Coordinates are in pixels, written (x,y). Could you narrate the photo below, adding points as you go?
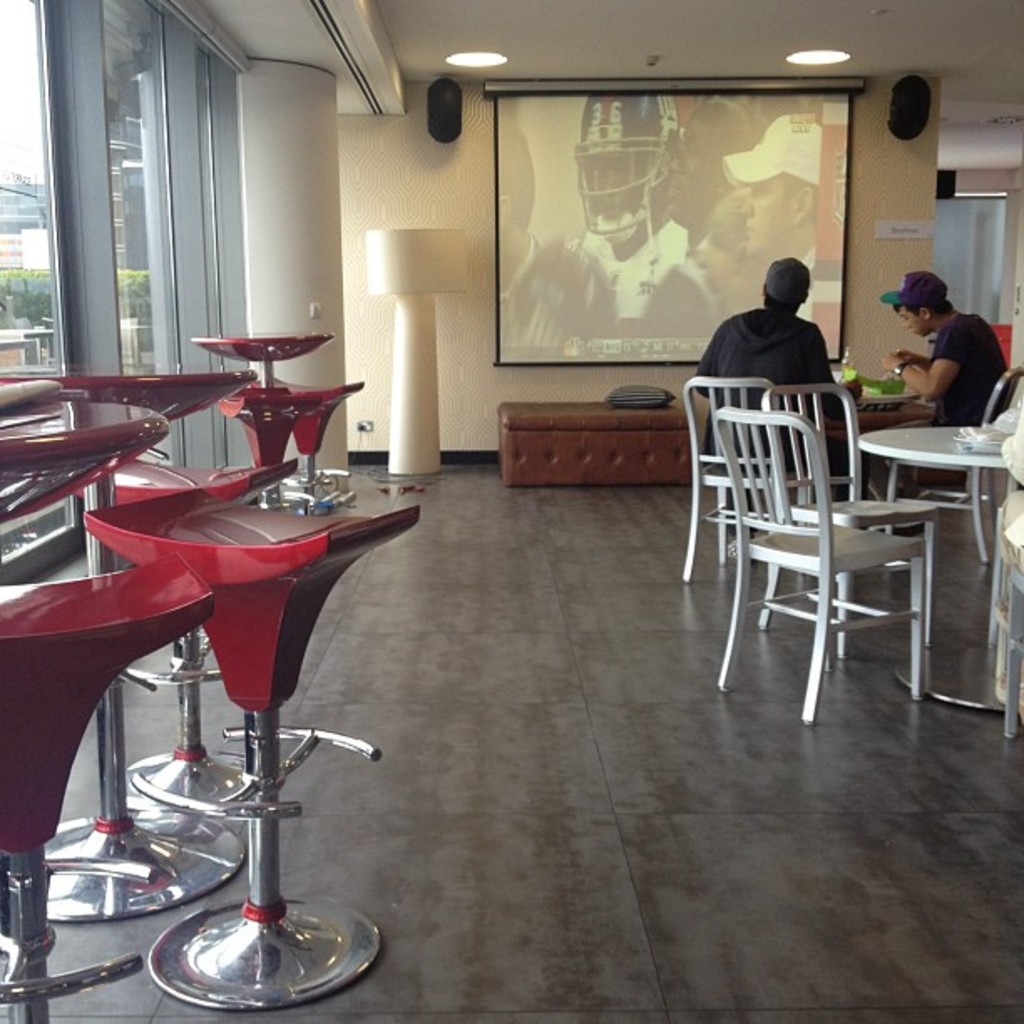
In this picture there are two people (735,317) sitting they have a table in front of them. They are having their meal (898,393) and there is a projector screen (753,194) over here and there are some chairs (114,512) on to the left (266,644).
